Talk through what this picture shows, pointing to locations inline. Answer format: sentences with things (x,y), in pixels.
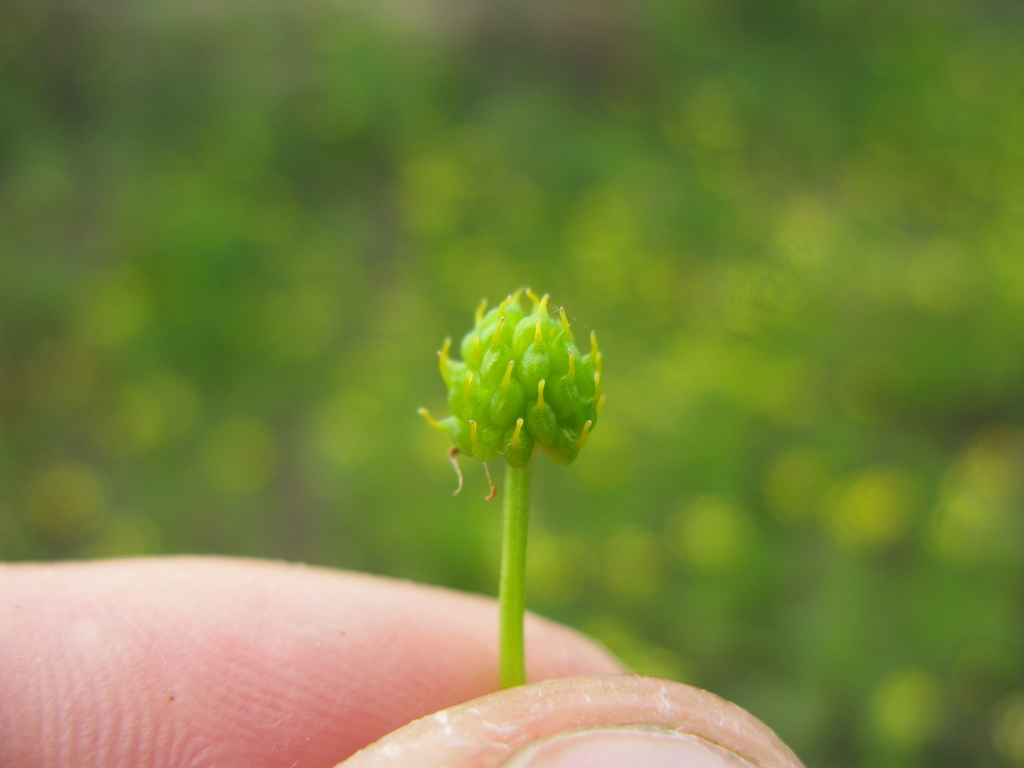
In the foreground of this image (552,630), there is a bud (565,330) holding by the hand (343,703) of a person (359,699) and the background (846,320) image is blur.
